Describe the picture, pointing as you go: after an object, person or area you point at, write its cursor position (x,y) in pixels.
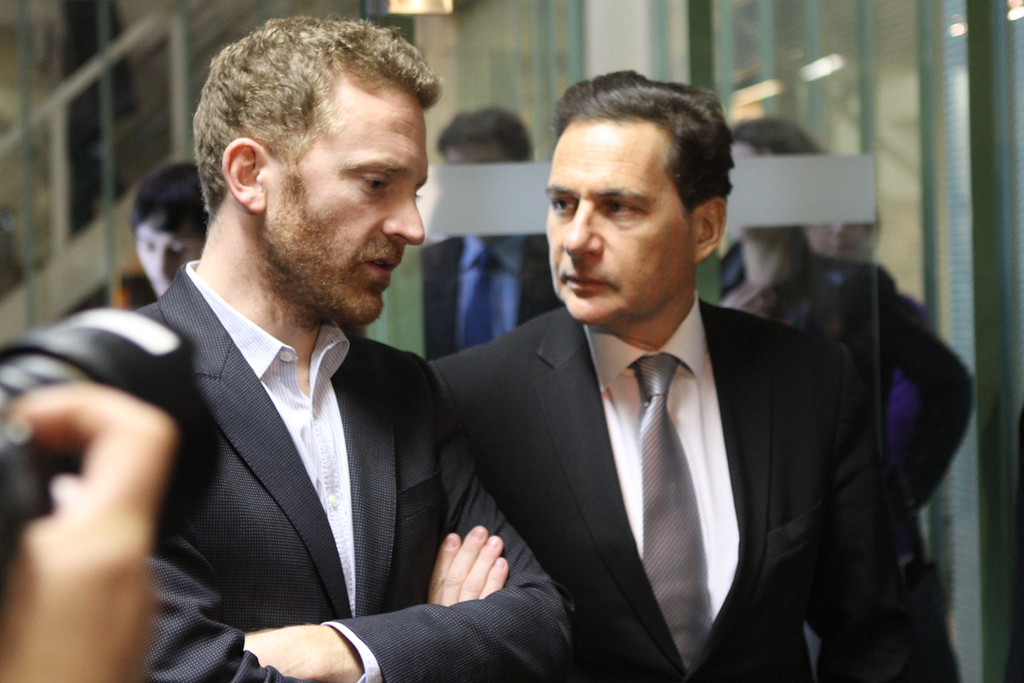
In this picture I can observe two men (453,421) wearing coats (462,511). On the left side (46,578) I can observe a human hand (78,506) holding a camera (111,342). In the background (166,252) there are some people (467,260) standing. I can observe a glass (805,216) in the background (470,238).
